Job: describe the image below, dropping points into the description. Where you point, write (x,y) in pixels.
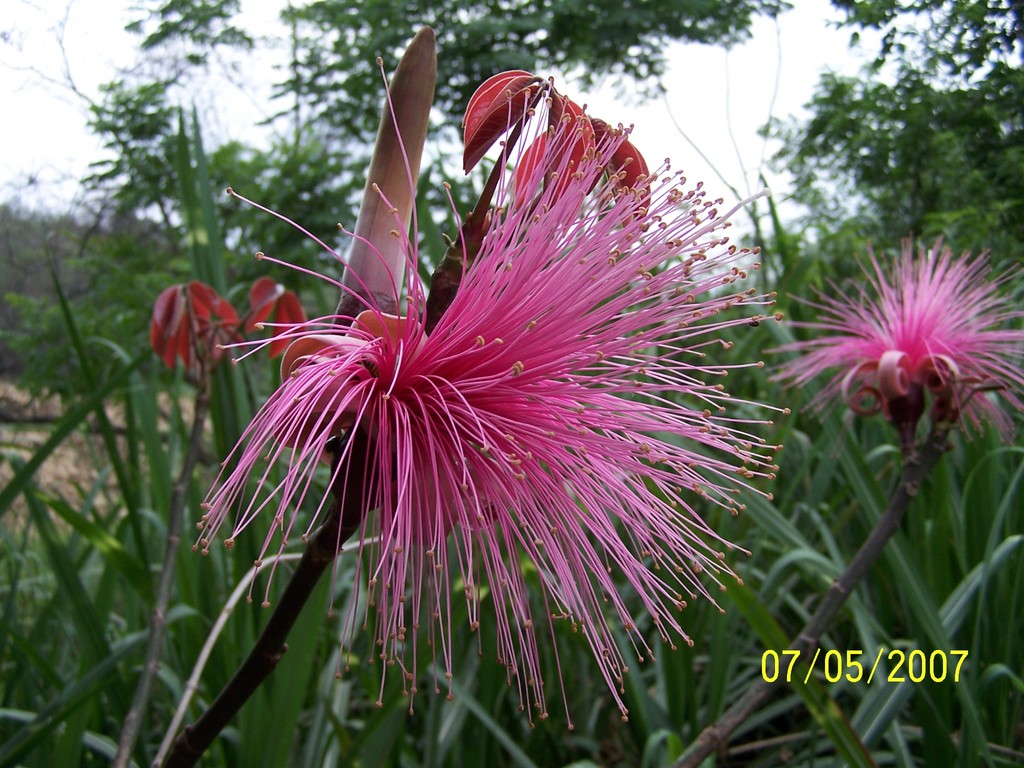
In the background (486,39) we can see the sky (702,53), trees (972,169). In this picture we can see the flowers (883,361) and the plants (926,630). In the bottom right corner of the picture (779,662) we can see the date (956,668).
